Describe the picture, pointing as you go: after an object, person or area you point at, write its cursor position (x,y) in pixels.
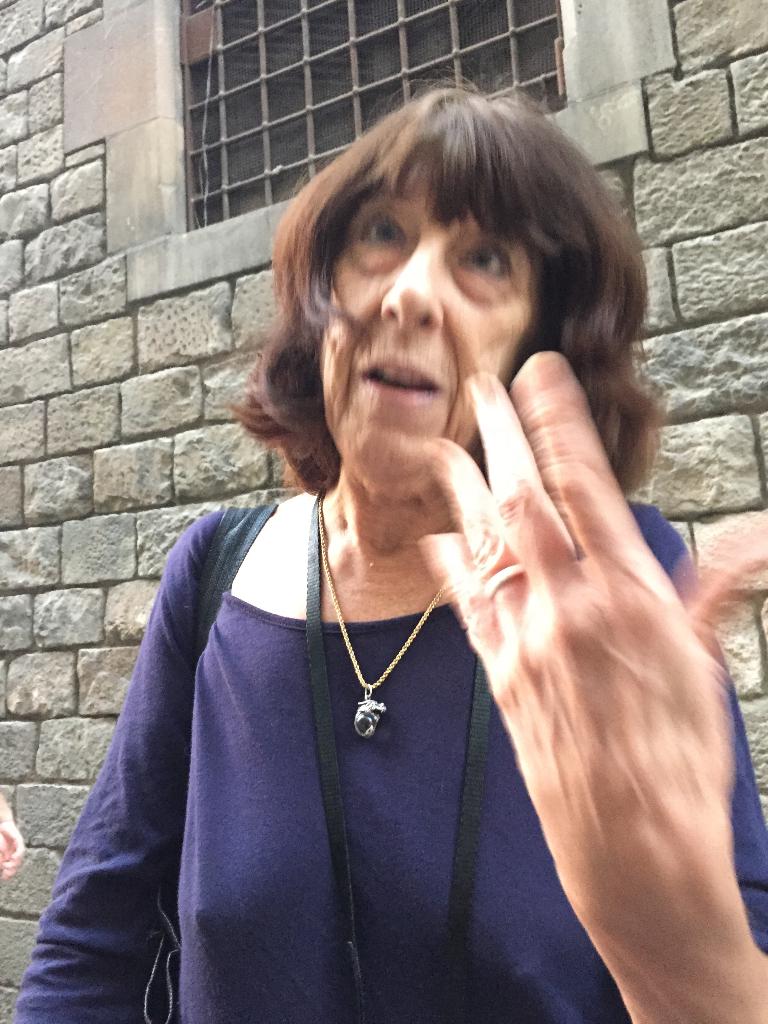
In the image there is a lady (212,792) with black bag (167,948). Behind her there is a wall (105,160) with mesh window (256,109).
